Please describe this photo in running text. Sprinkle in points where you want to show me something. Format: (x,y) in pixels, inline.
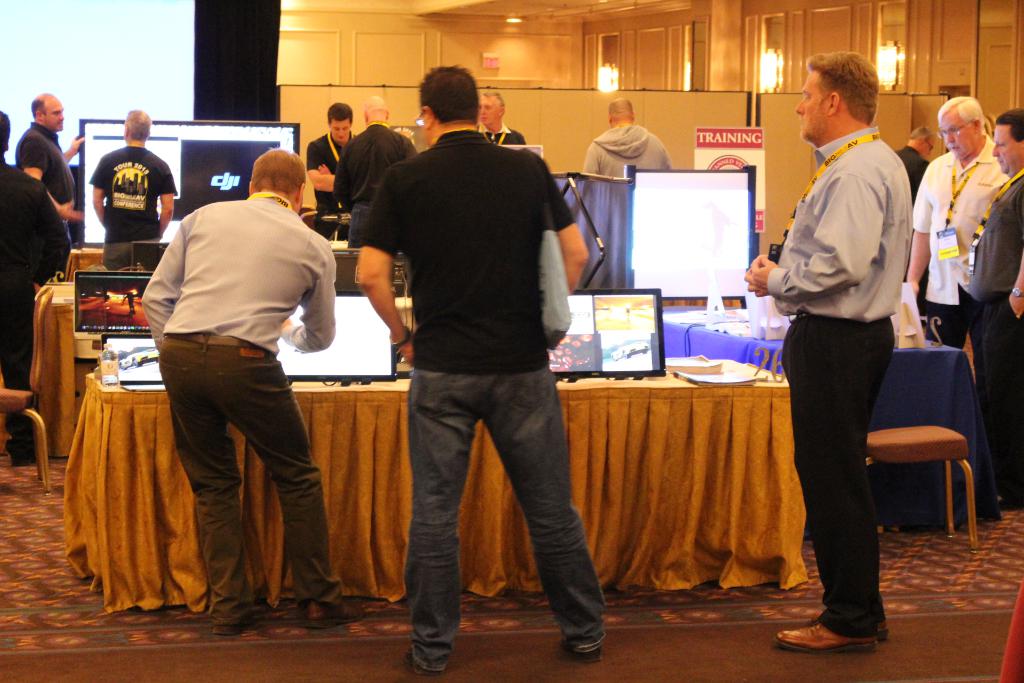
In this image there are a few people (544,411) standing in front of the tables (715,328). On the table (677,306) there are monitors (114,307) and a few other objects (720,300). In the background (423,70) there is a wall (731,72).
